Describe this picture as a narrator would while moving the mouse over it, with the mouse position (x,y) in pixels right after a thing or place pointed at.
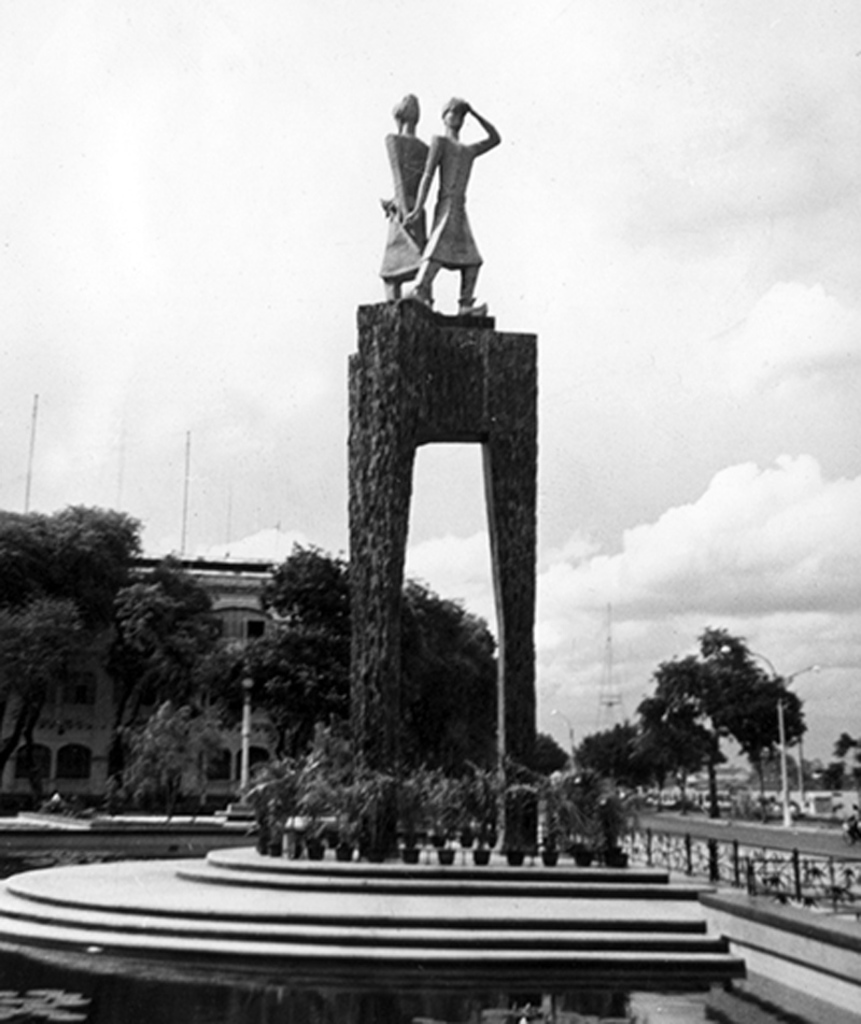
In this picture there is water (540,1009) at the bottom side of the image (360,968) and there are plants (445,808) and a statue (394,289) on a pedestal (407,299) in the center of the image (473,670), there are trees (282,740), buildings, and poles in the background area of the image (803,719).
